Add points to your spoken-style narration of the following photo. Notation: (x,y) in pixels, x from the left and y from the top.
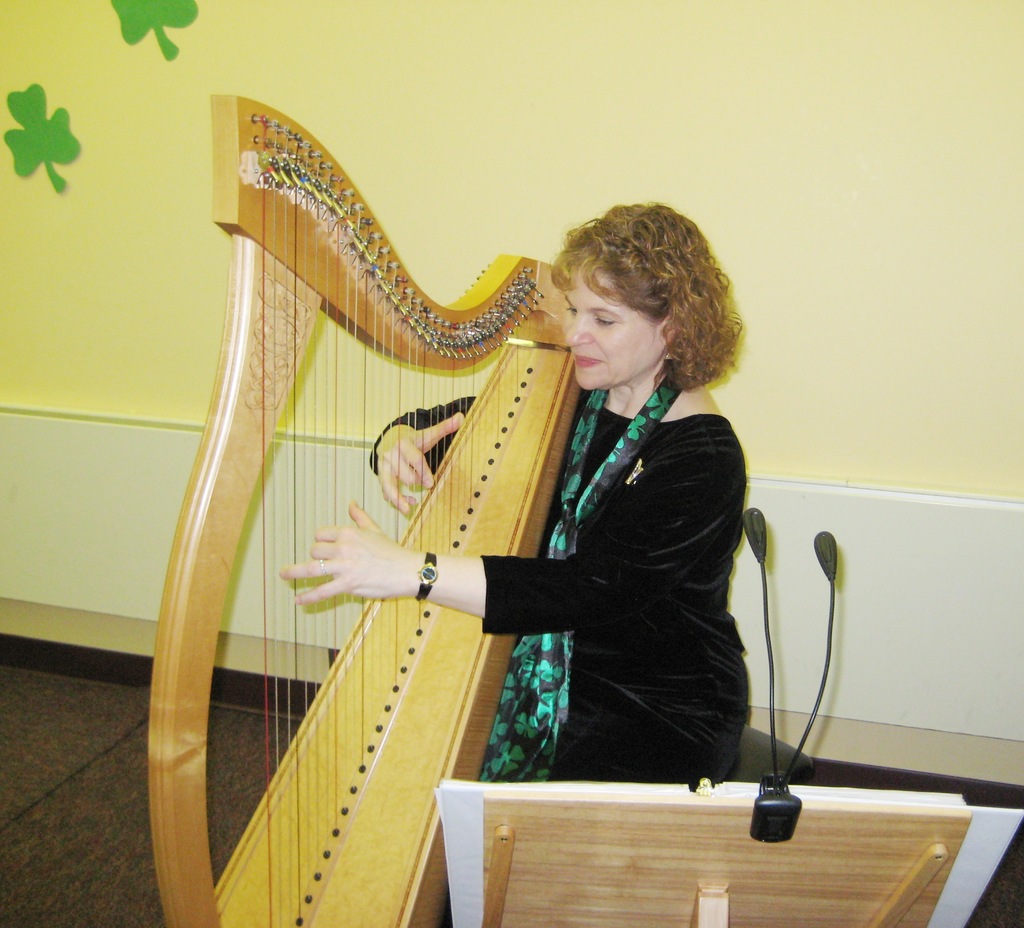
In this picture we can see a woman (615,258) playing a harp (212,569). She is smiling. We can see a few papers (591,785) and microphones (758,809) on a wooden object (562,886) visible at the bottom of the picture (624,922). There are some decorative objects (35,161) visible on the wall (861,96) in the background (21,134).
